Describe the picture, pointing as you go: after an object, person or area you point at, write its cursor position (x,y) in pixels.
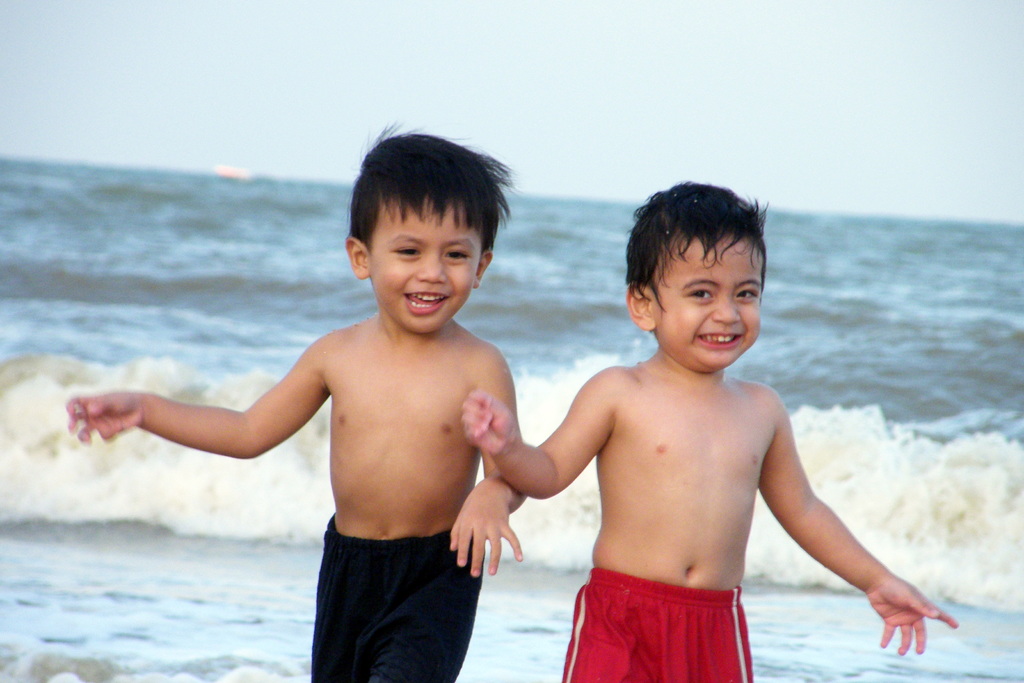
In this image I can see two people (586,437) with red and black color dresses (464,615). In the background (216,324) I can see the water (871,419) and the sky (712,70).
